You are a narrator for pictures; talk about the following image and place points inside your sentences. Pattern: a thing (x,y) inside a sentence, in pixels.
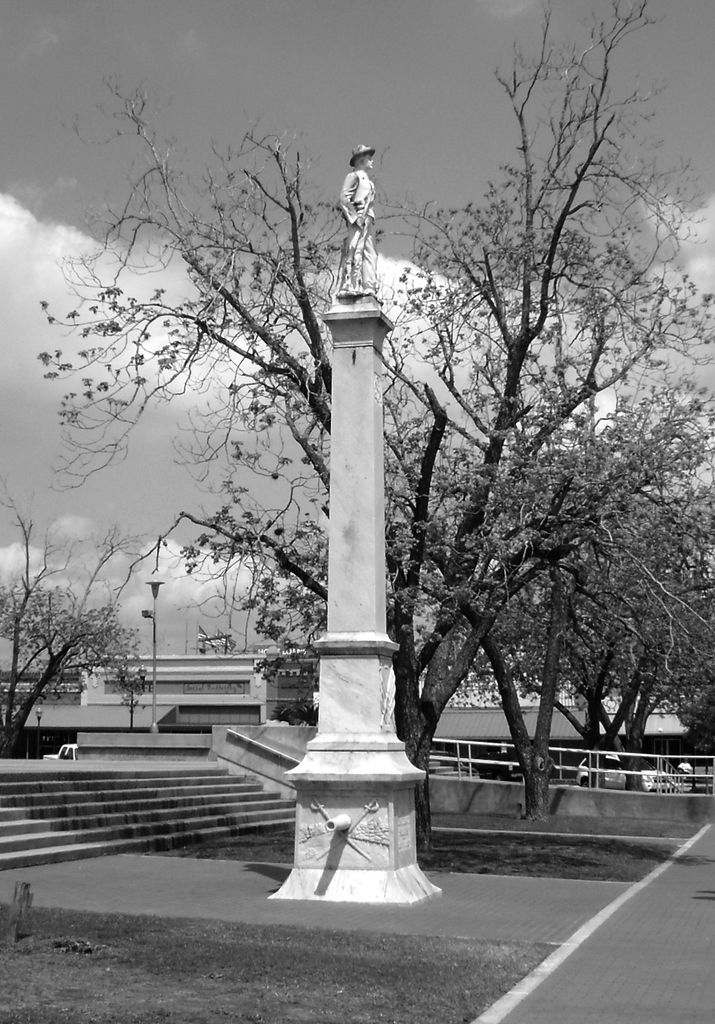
In this picture there is a statue (353,156) on the pillar (355,687), beside that we can see the stairs (105,818). On the right (508,774) we can see the trees (415,747) and fencing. In the background (2,694) we can see the building (34,721). At the top (174,296) we can see sky (119,150) and clouds (188,388). Behind the fencing (648,754) we can see some cars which is found near to the pole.
